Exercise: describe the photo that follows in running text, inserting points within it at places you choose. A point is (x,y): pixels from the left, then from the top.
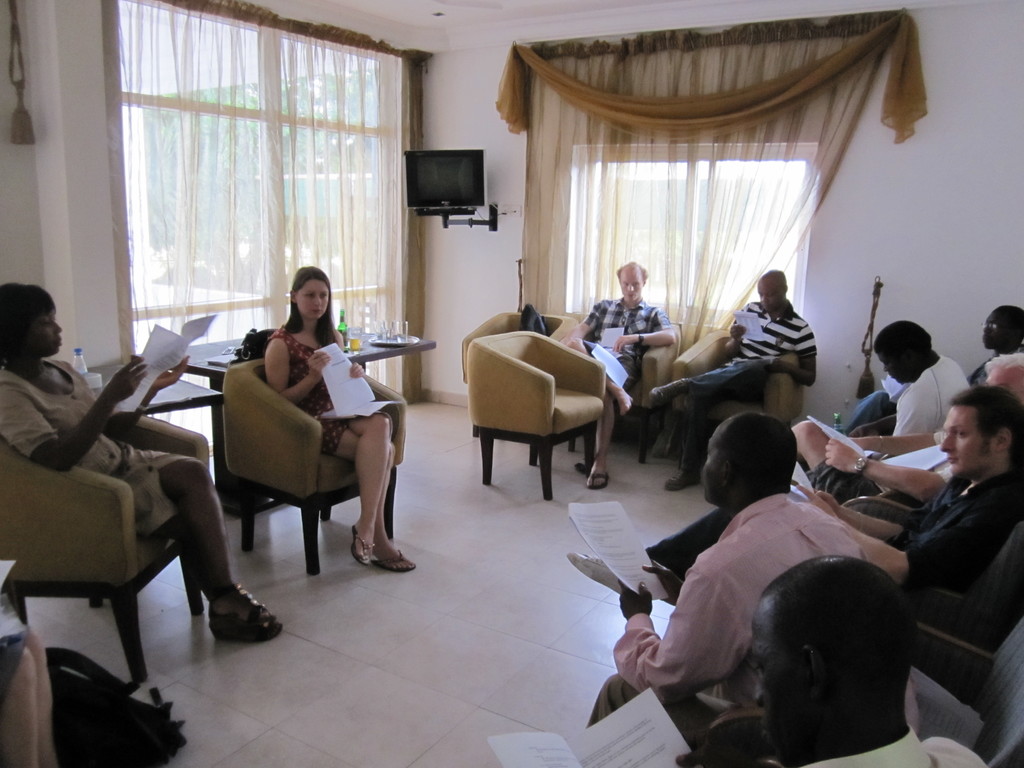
In this image i can see a group of people (1001,514) are sitting on a chair (309,450) and holding papers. I can also see a TV (429,181), curtains (292,165) and a white wall (961,165).
